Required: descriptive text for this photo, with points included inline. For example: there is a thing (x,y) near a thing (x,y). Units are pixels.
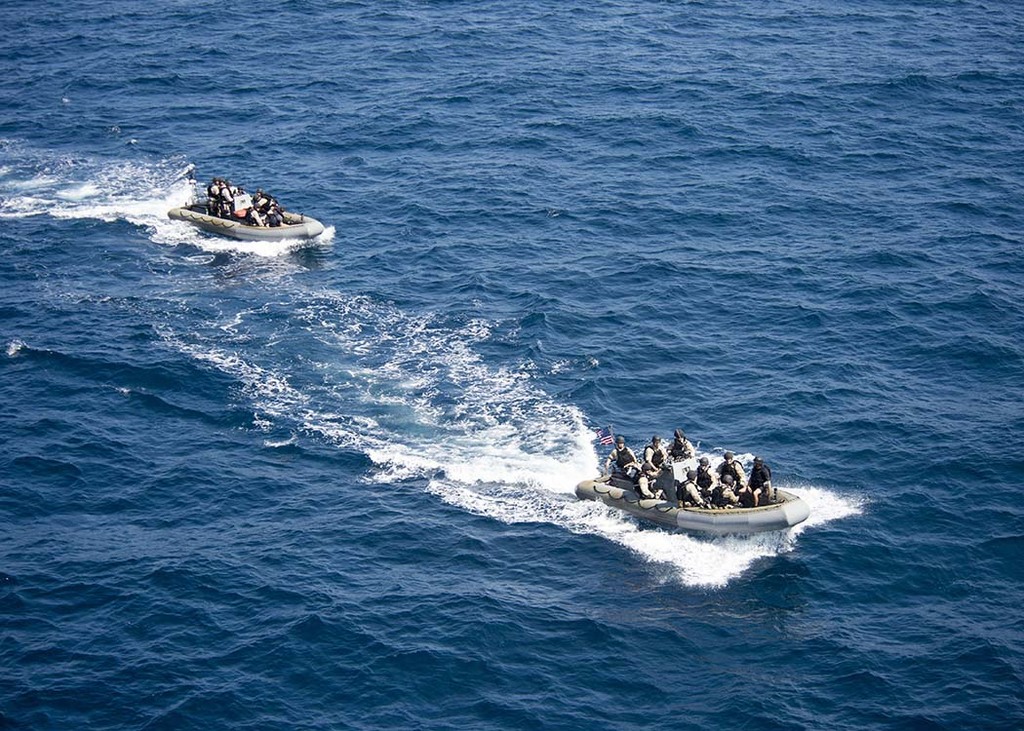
In the picture I can see few persons (679,449) sitting in two boats (679,480) which is on the water (389,490).
